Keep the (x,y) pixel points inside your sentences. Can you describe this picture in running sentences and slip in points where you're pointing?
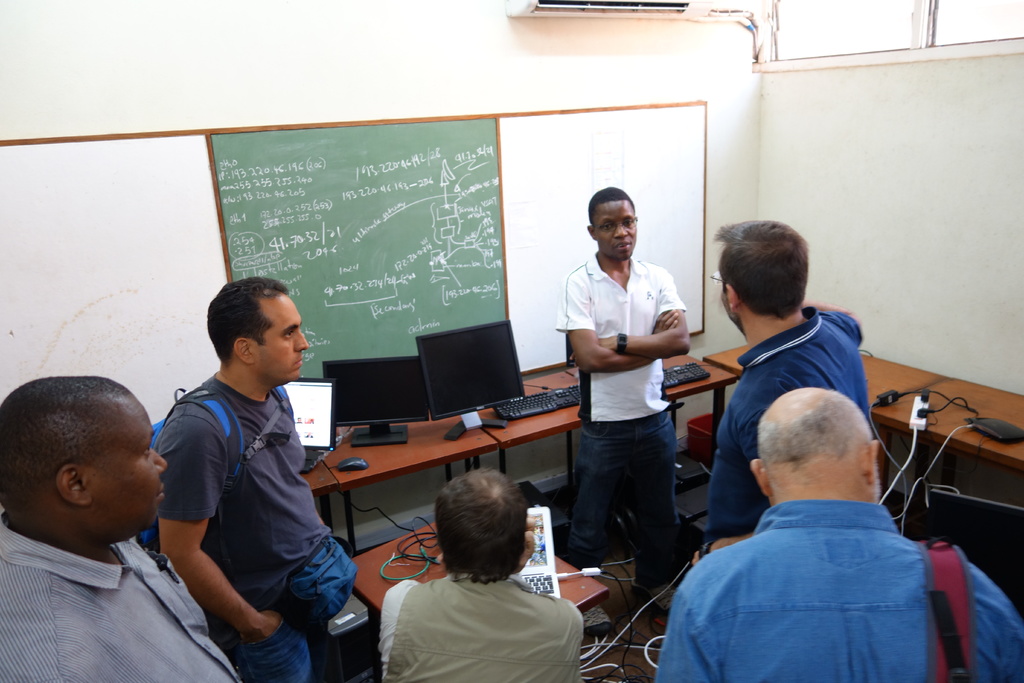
In this image there are a few people (662,515) standing. Behind them there are tables (486,414). On the tables (421,436) there are laptops (548,568), monitors (424,407), keyboards (508,407), mouses (348,466), cable wires (912,436) and power boards (918,399). Behind them there is a wall (985,182). There is a board (280,227) on the wall (741,147). There is text (394,277) written on the board (398,249).
